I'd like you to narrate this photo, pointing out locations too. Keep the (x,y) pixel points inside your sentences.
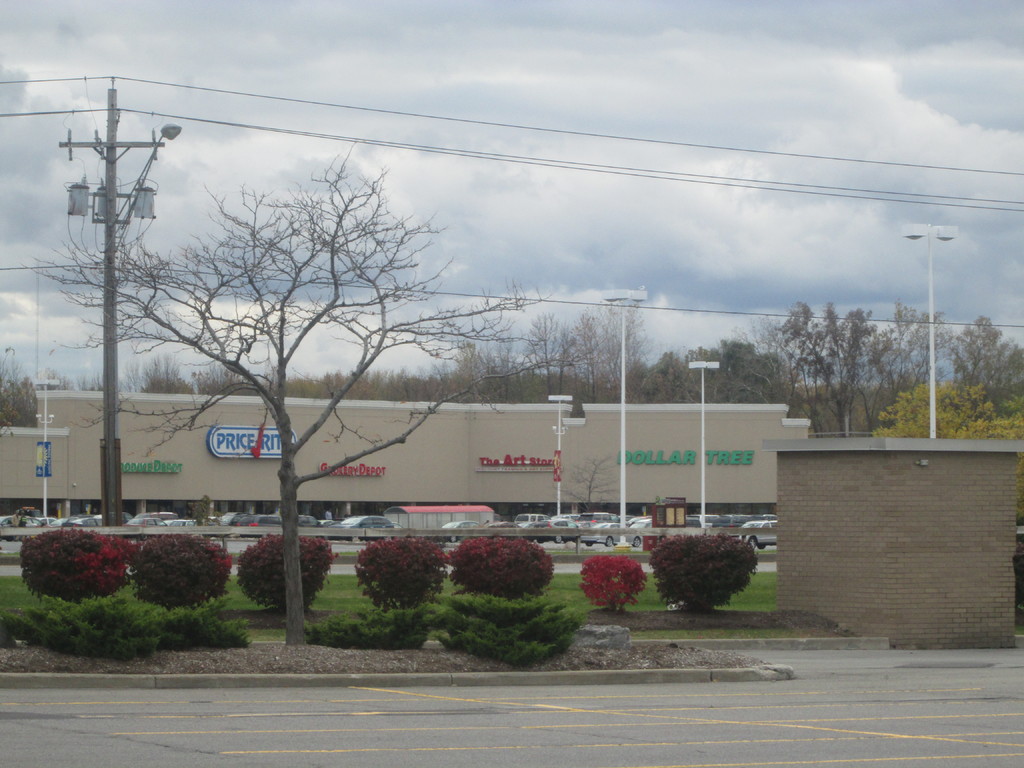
There are plants (322,560), tree (191,268), grassland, wall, pole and road (795,652) in the foreground area of the image (529,645), there are vehicles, text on the building (528,438), trees (616,393), poles (559,408), wires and sky (620,203) in the background area (600,226).
